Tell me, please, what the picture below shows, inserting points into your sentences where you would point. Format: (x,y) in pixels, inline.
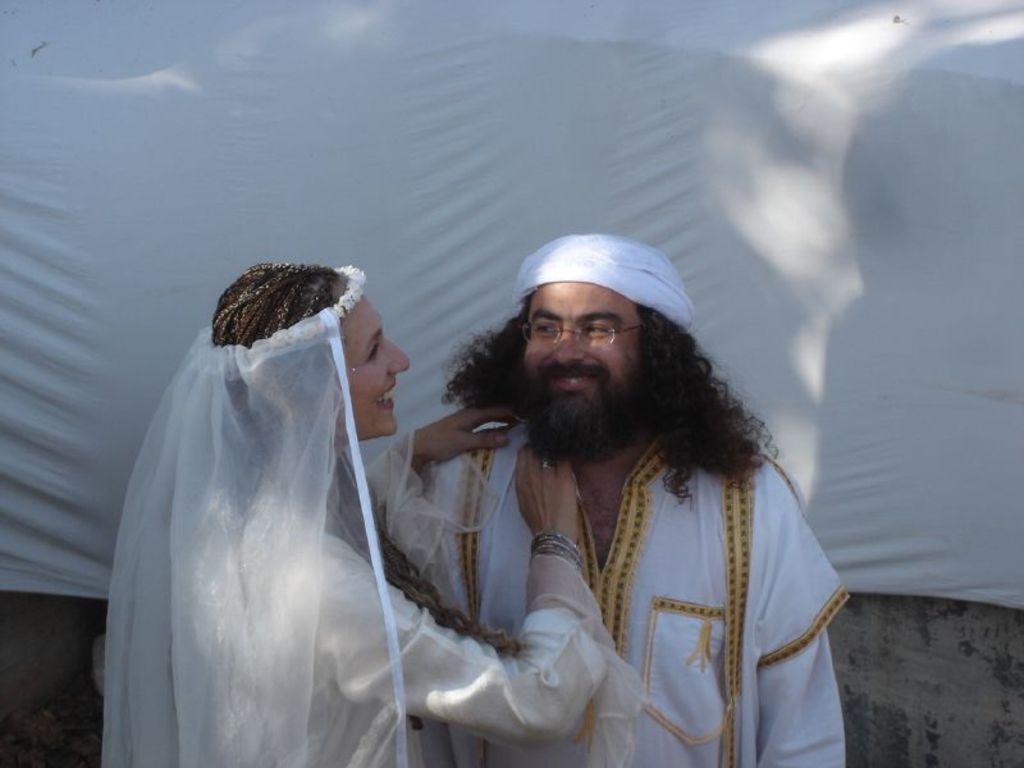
A couple (288,473) is standing and smiling. The woman (332,335) at the left (340,632) is wearing a white dress (457,661) and a white veil (228,589). The man (545,298) standing at the center (653,455) is wearing a white dress (496,521) and a white cap (675,281). There is a white curtain (677,208) at the back (456,170).
